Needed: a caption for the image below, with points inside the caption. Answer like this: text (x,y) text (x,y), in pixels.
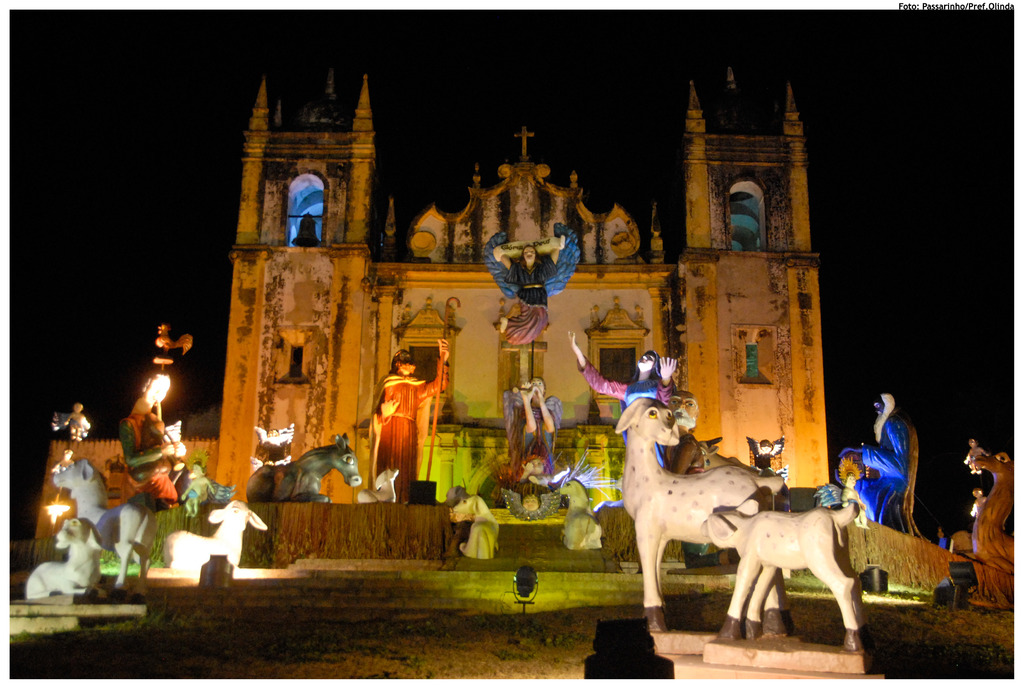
In this image, we can see there are statues (92,487) of the persons (884,425) and animals (639,492) arranged on the platform (351,536). In the background (781,310), there is a building (309,146). And the background (88,369) is dark in color.
